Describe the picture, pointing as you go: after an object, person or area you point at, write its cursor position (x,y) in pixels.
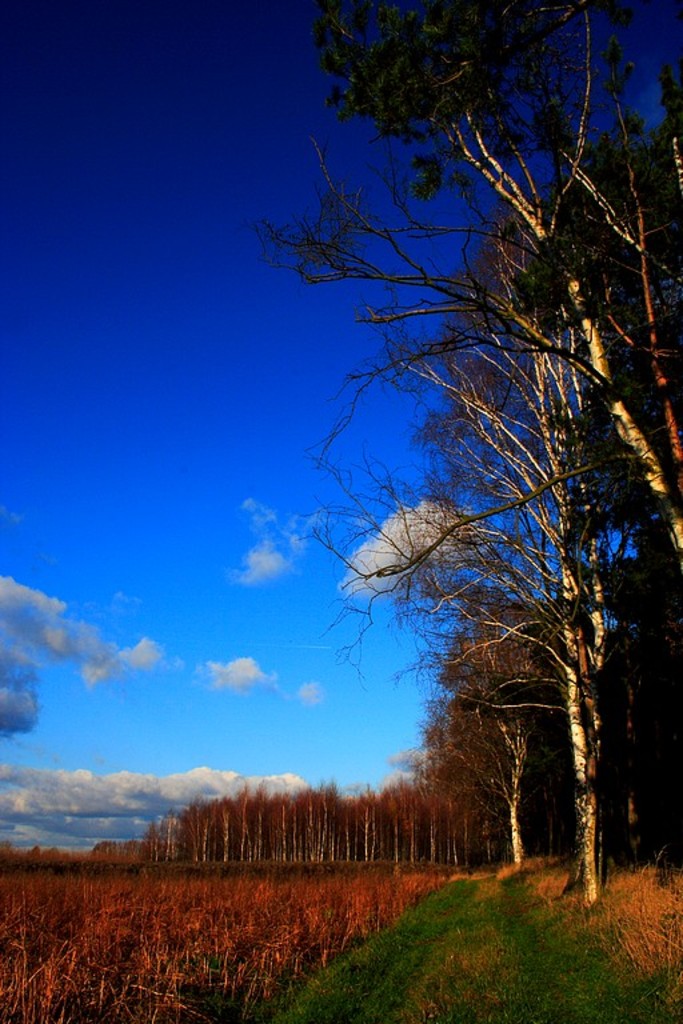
This image is taken outdoors. At the top of the image (288,195) there is a sky (187,698) with clouds (83,833). At the bottom of the image (441,958) there is a ground (371,968) with grass (216,912) and plants (56,962). On the right side of the image (604,573) there are many trees (420,810).
